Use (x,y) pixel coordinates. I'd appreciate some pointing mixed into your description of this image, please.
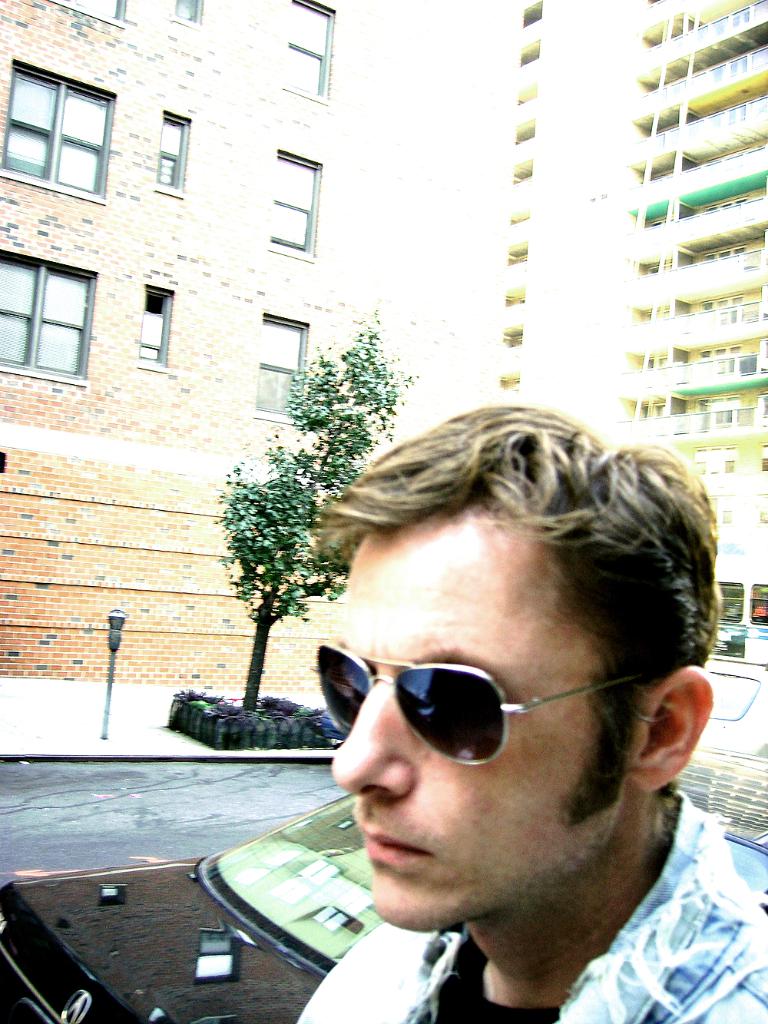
In this picture we can see a person (528,968), he is wearing a goggles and in the background (357,875) we can see vehicles (364,882) on the road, beside this road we can see a tree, parking meter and buildings (188,10).
